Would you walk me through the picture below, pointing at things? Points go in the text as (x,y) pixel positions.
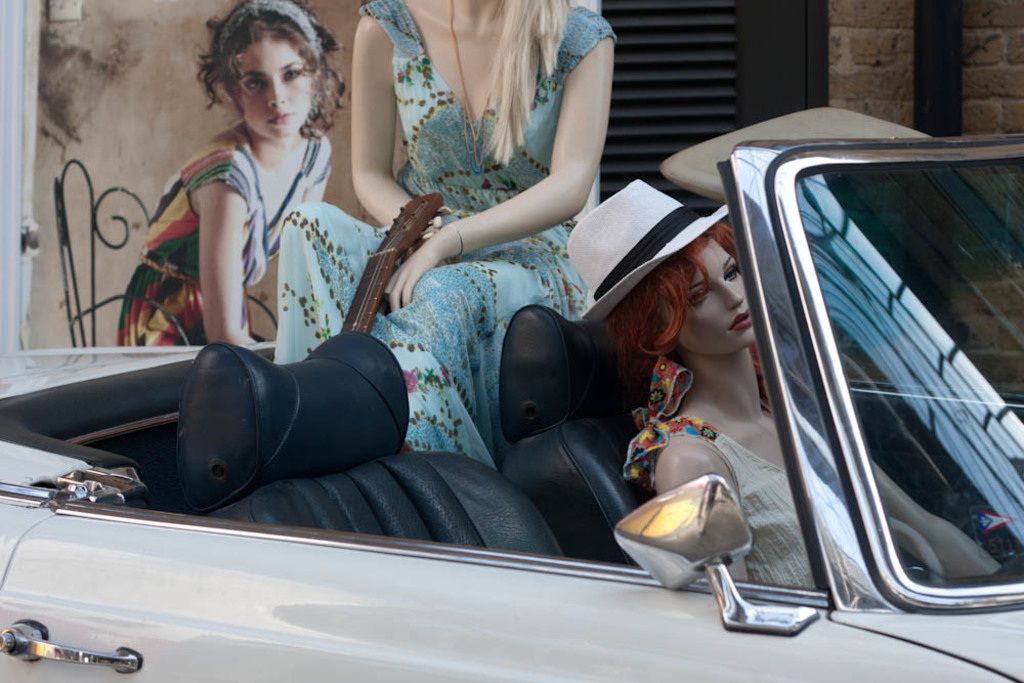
In this car (806,628) there are dolls (437,149) and guitar (405,245). On a wall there is a picture (103,156) of a woman (193,260) sitting on a chair (95,309).
